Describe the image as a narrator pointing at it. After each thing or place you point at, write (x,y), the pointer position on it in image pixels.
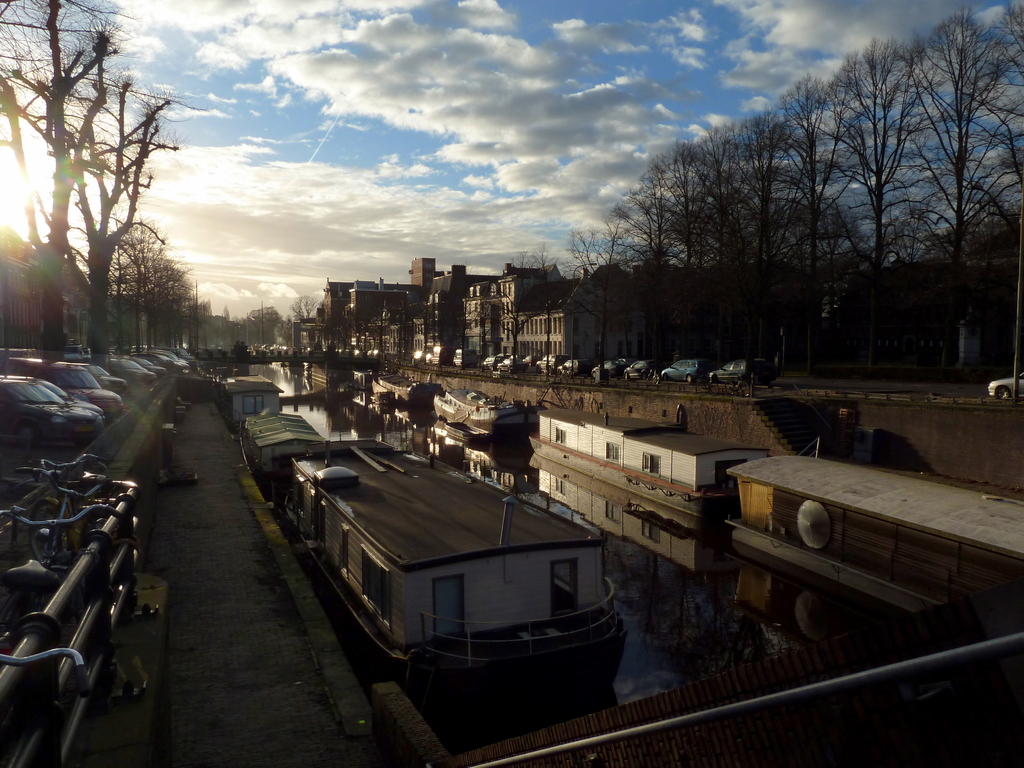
At the bottom right side of the image (787,706) there is a fence (684,738) and a rod (990,656). On the left side of the image (71,594), we can see the cycles (63,549), fence (115,526) and a few other objects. In the center of the image (357,501) we can see boats (426,578) on the water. In the background (392,130), we can see the sky (353,130), clouds (446,154), trees (133,164), poles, buildings (591,279), vehicles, water (337,404), fences (287,357), one bridge (332,360), staircase (789,398) and a few other objects (839,410).
